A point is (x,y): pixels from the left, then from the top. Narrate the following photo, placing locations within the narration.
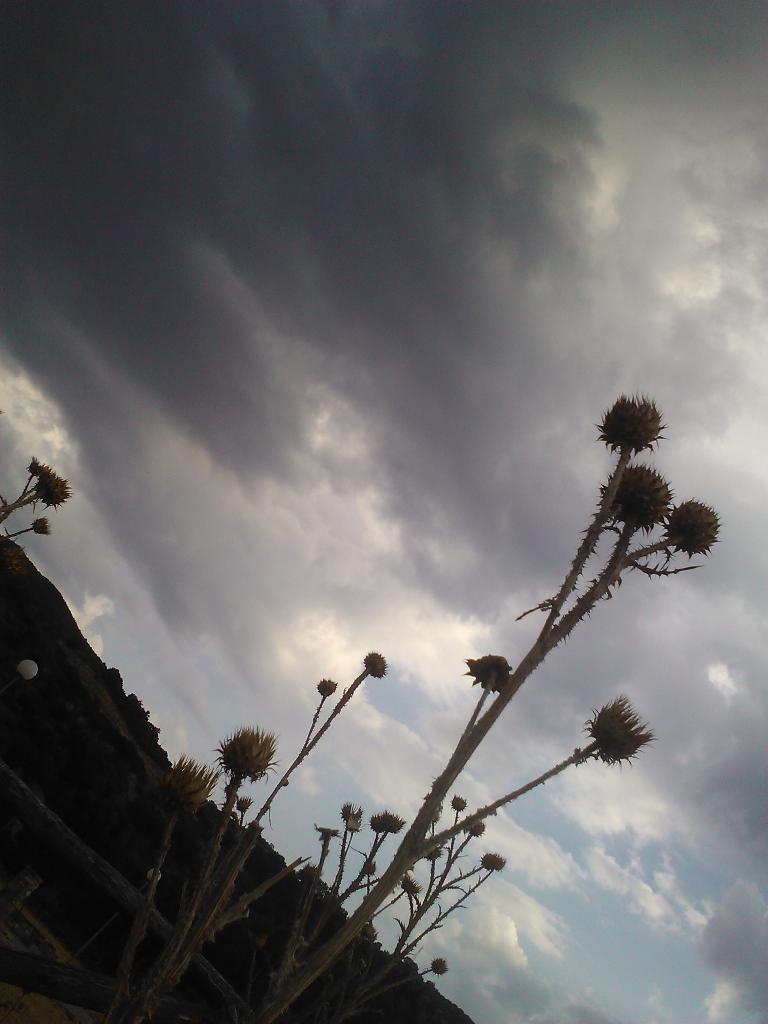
At the bottom of this image (449,777), there are plants (47,485) having fruits (182,774). In the background (315,938), there is a mountain (41,621) and there are clouds (456,547) in the sky (415,578).
